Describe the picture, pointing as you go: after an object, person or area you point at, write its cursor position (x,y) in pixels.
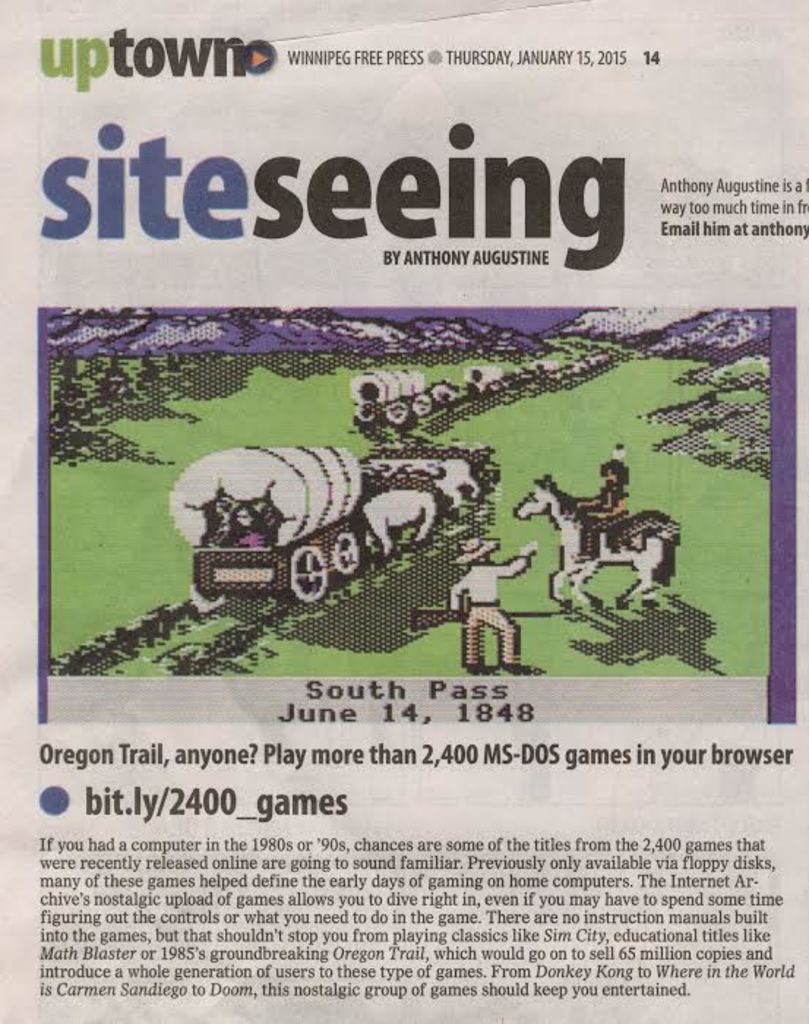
There is a poster (279,701) having painting (213,580) in which, there are persons (496,610), there are vehicles (298,523), there are mountains (146,348) and there is grass (534,636) on the ground (530,626). This poster (627,590) is having texts (104,864). And the background of this poster (507,73) is white in color.
